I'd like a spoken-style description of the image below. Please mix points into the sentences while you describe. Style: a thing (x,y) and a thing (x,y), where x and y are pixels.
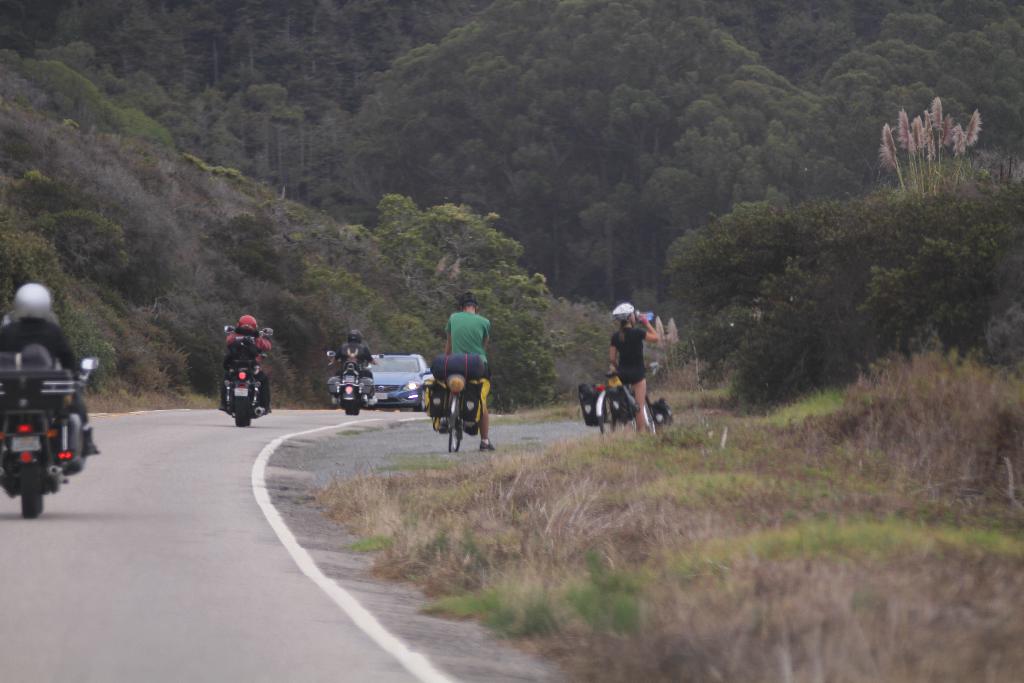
In this image we can see people (627,352) are riding bicycles (620,384) and bike (238,380) on the road (160,561). In the background (392,374), we can see the car (407,373). We can see the dry grass (724,545) in the right bottom of the image (890,577). At the top of the image (457,161), we can see the trees (793,136).
